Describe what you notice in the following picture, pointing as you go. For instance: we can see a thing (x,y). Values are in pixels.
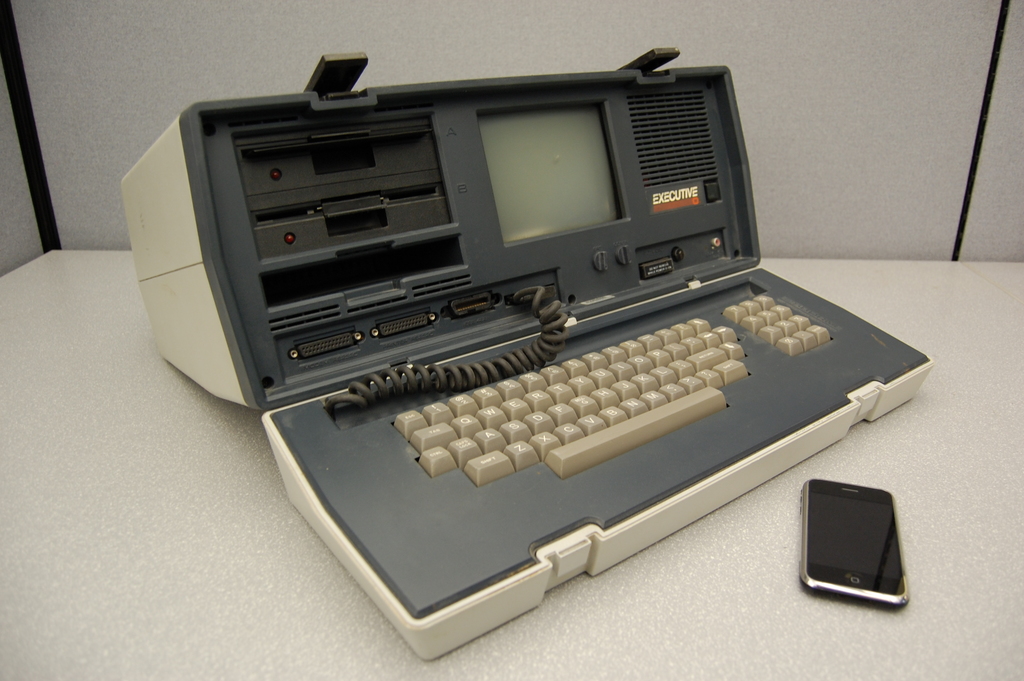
In this picture we can see a machine (334,516) and a mobile (811,515) on an object (662,618) and behind the machine (612,245) there is a wall (491,34).
